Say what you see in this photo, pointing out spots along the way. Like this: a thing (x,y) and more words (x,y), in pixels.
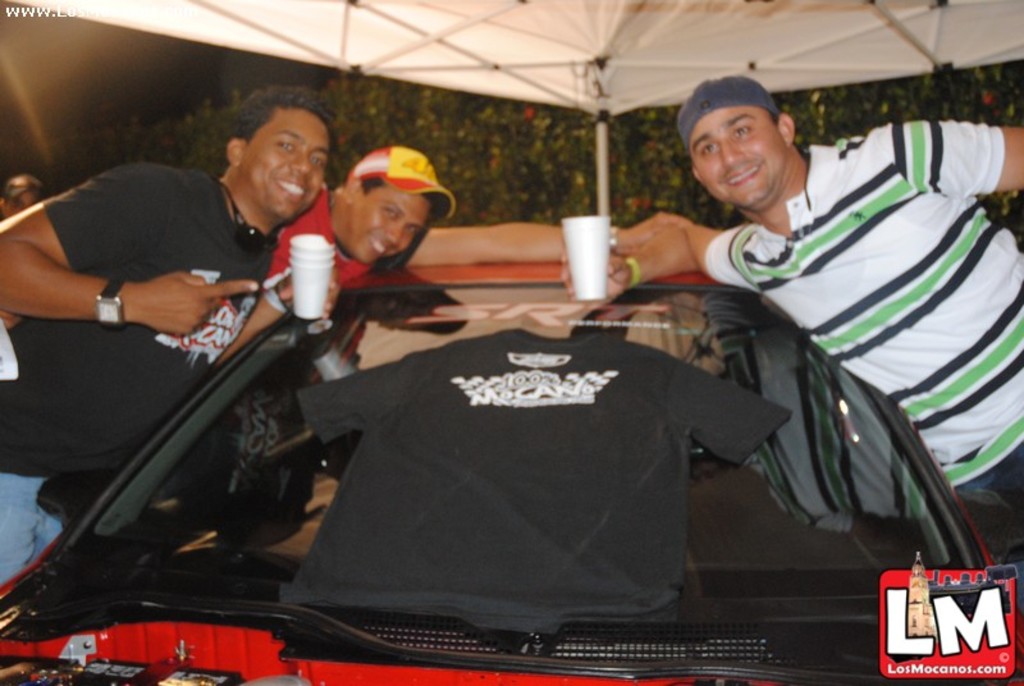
In this picture I can see a t-shirt (548,491) on a vehicle (702,468), there are persons (705,184) on either side of this image, in the bottom right hand side (904,626) I can see a logo (918,637), in the background (620,189) there are bushes (646,182). At the top (853,49) it looks like a cloth (609,59).
